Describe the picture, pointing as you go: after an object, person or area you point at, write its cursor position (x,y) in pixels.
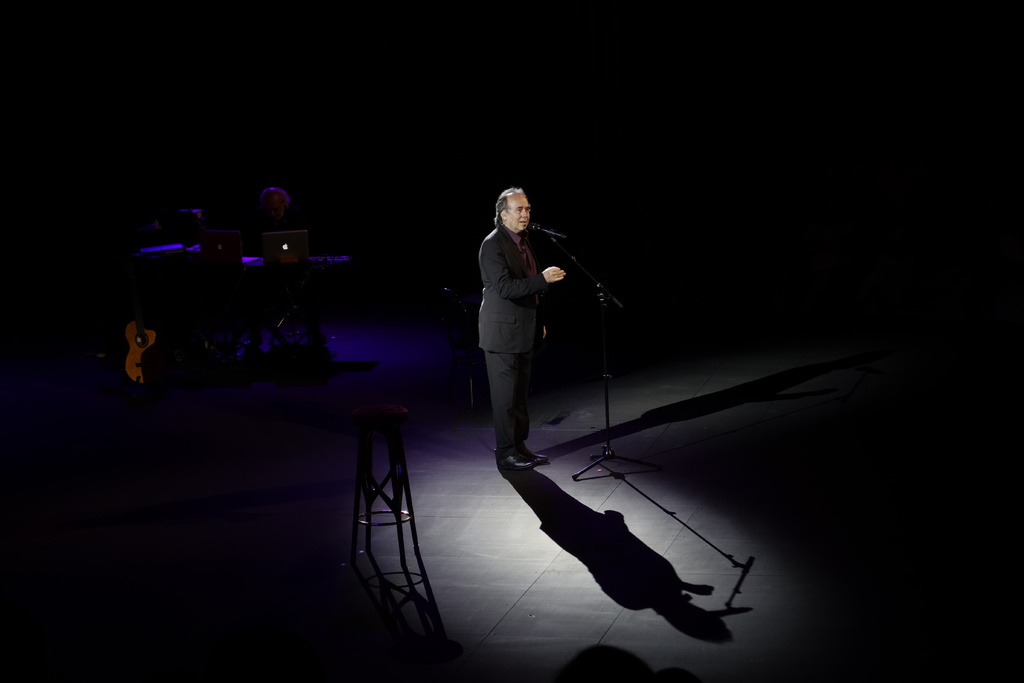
A man (501,351) is standing in the middle of the image (512,292). He is wearing black color suit (510,321). In front of him mic (582,271) is there. Beside him one stool (387,506) is present.
